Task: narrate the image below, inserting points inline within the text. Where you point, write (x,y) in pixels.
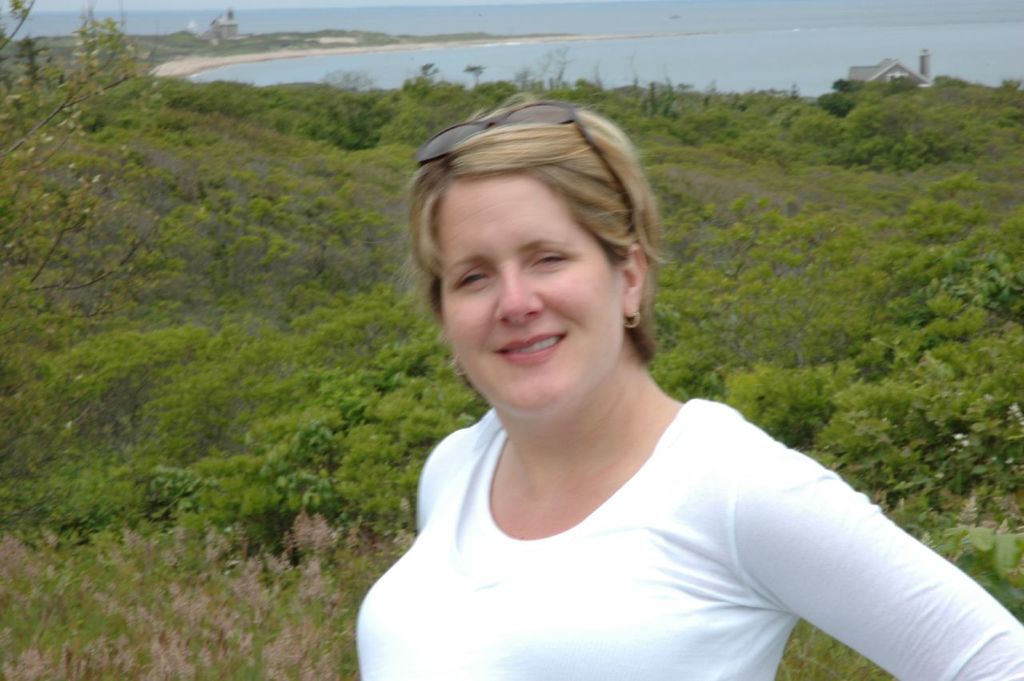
Front this woman (625,547) wore white t-shirt (637,555) and smiling. Background (935,151) there are plants (240,425) and water (798,26). Far there is a house (925,67).
